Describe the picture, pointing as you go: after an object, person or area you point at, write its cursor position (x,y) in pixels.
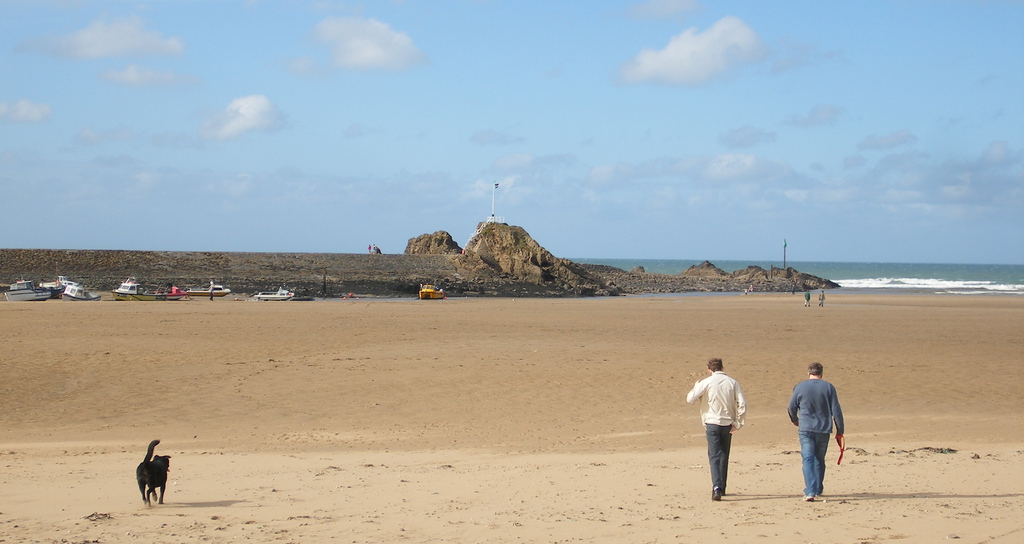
There is a dog (156,464) and some people (711,414) are walking on the sand (216,345). In the background (87,291) there are boats (269,291), rock (489,279), water (868,278) and sky (531,93) with clouds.
